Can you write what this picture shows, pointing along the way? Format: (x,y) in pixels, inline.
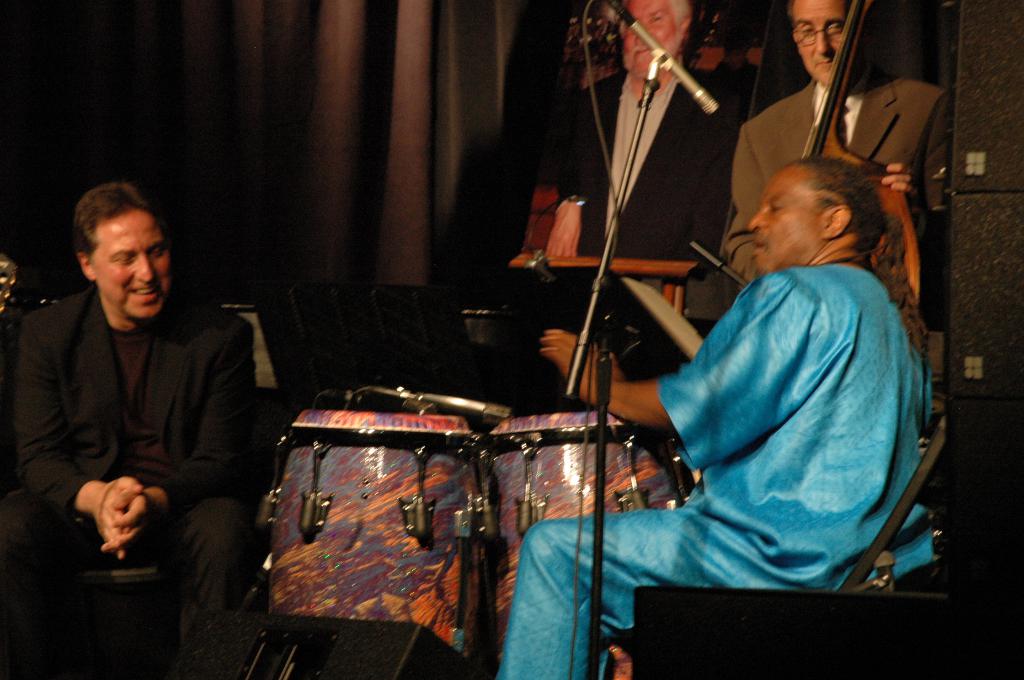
In the picture there are few people (746,203). The man (696,384) to the right corner (754,420) is sitting and playing drums (493,435) and man (772,165) behind him is playing cello (890,196). The man (149,417) to the left corner (137,414) is sitting and smiling. In the background (218,273) there is a photo (574,131) and curtain (306,115).
